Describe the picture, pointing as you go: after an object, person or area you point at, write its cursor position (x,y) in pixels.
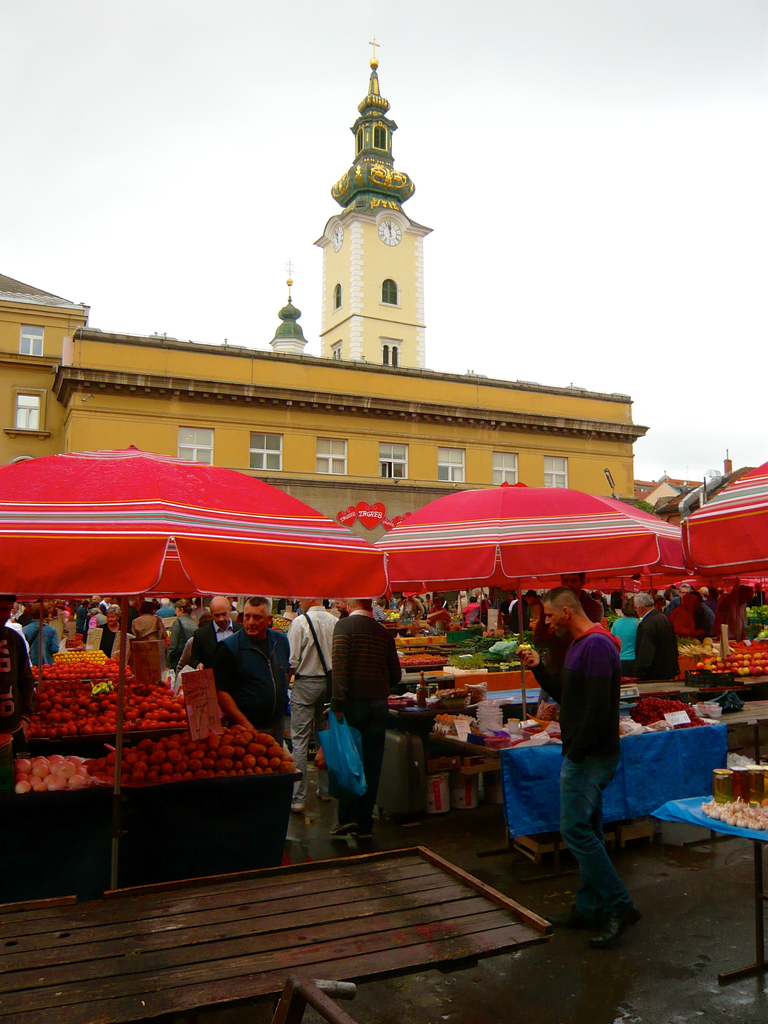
In this image, I can see a building (140,410) with windows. In front (718,520) a building (361,407), there are umbrellas (361,541), fruits (75,688) and vegetables (69,699) on the tables (484,681) and groups of people (668,652) walking on the road (569,951). In the background (324,14), there is the sky (475,36).
